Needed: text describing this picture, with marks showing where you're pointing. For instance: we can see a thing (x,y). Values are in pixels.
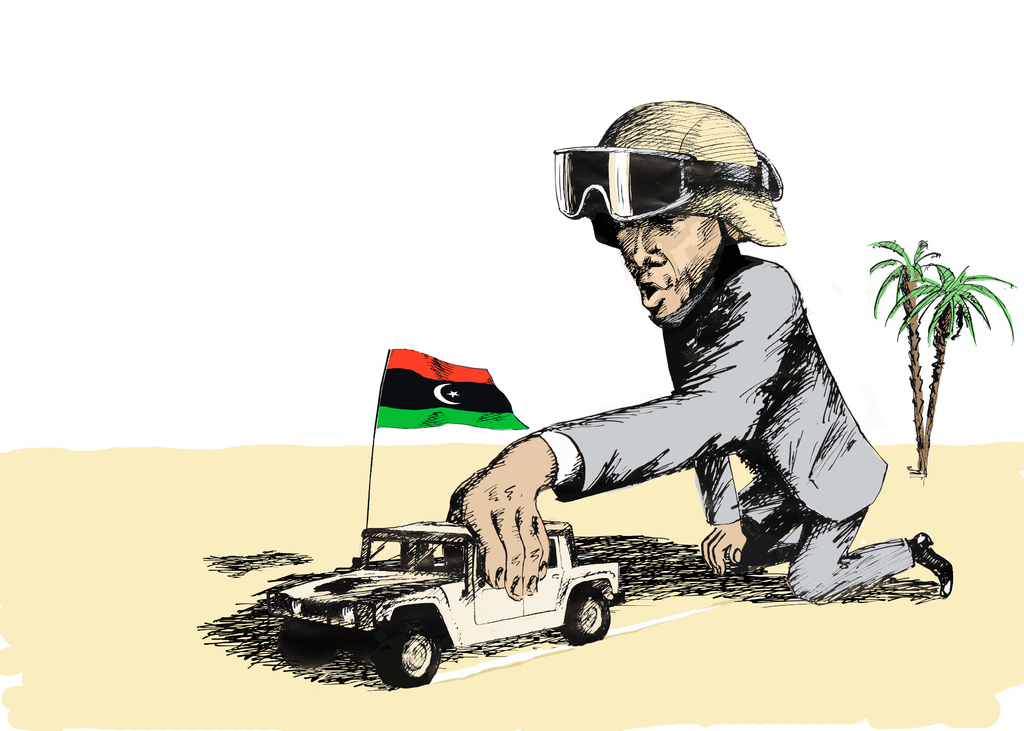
This picture contains the art (464,423) of the man (696,349) wearing a grey blazer (672,437) is holding the white color vehicle (469,612) in his hand (489,524) and beside that, we see a flag (436,400) which is in red, black and green color. Behind him, there are trees (908,295). In the background (240,165), it is white in color.
